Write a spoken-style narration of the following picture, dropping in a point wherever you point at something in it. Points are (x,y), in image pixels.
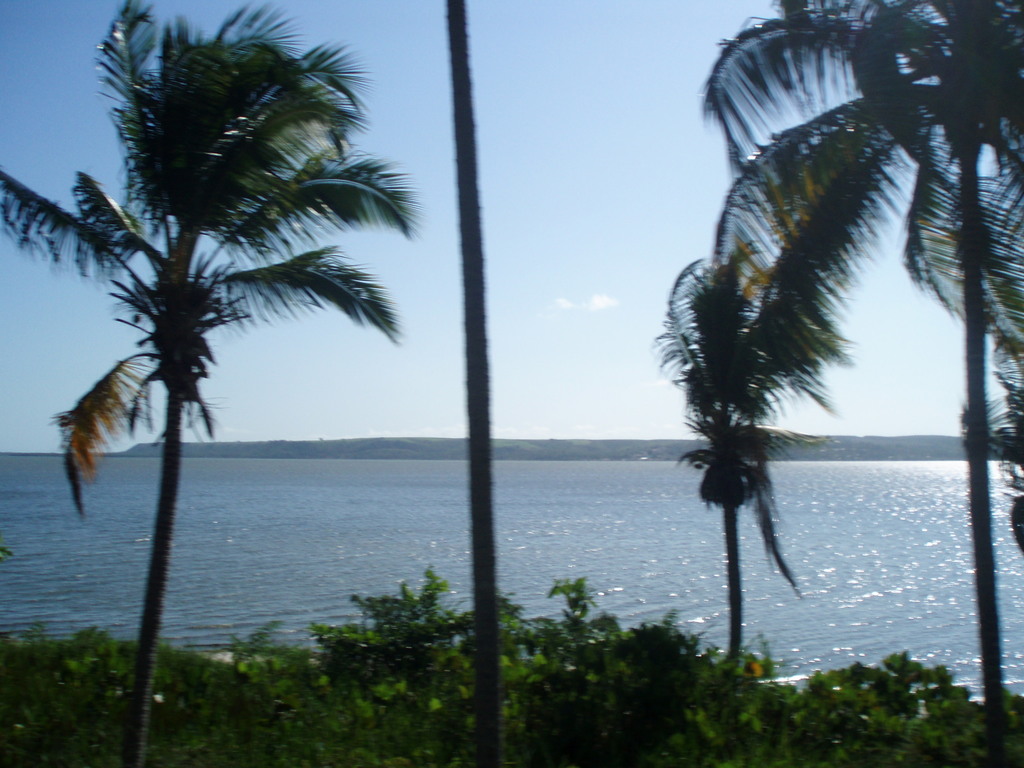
In this picture I can observe trees (753,247). In the bottom of the picture (346,675) I can observe plants (705,727). In the background (404,515) I can observe a river (460,494) and sky (506,338).
